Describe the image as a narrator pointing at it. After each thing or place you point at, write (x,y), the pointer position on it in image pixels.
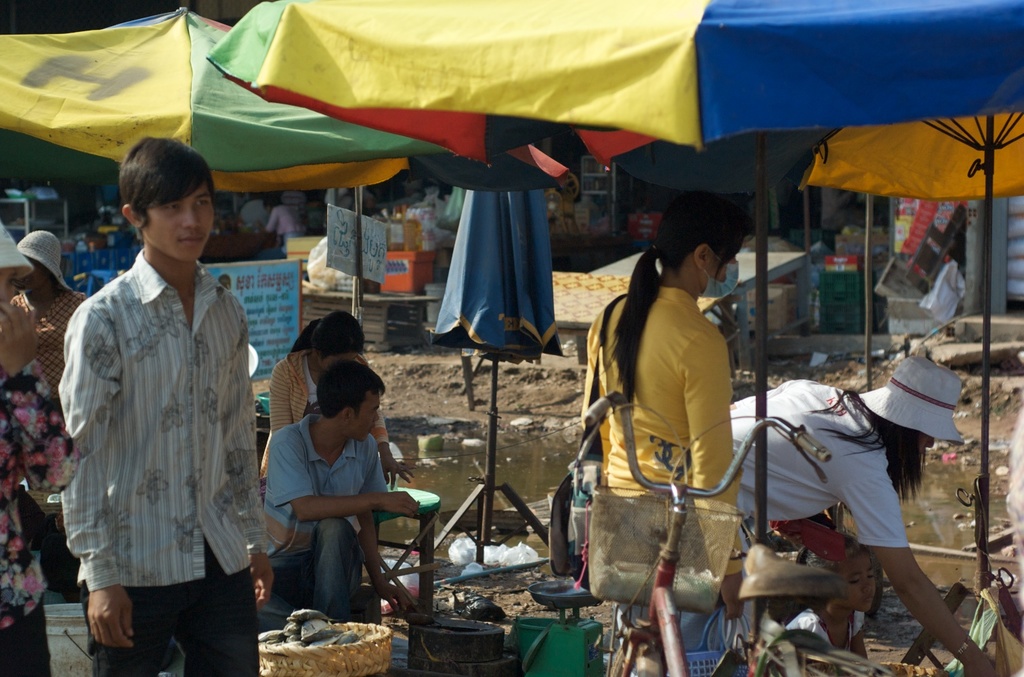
This image consists of few persons (266,553). It looks like they are selling fishes (347,641). On the left (114,413), there is a man (120,446) walking. In the background (547,455), there is water (542,434). At the top (332,139), there are umbrellas (429,110). In the background (298,240), there are many shops (968,287).
